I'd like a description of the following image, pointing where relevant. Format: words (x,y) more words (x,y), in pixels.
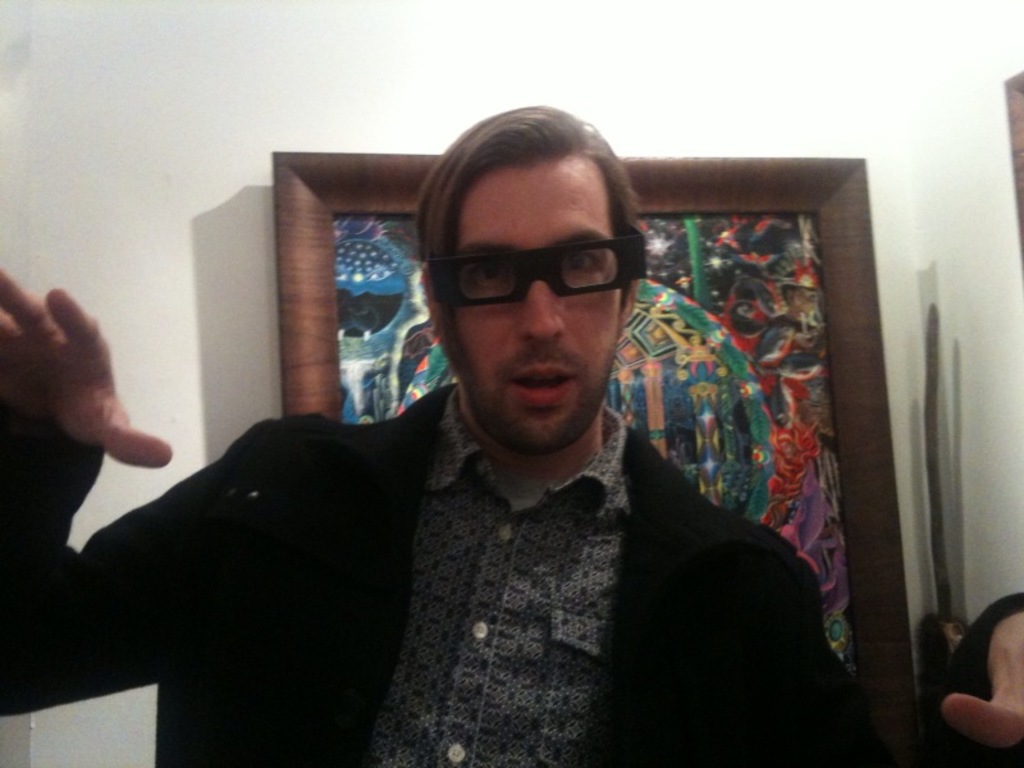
In this image we can see this person (445,670) wearing black jacket (264,640), shirt (478,589) and spectacles (595,258) is standing. In the background (344,229), we can see the photo frame (333,263) and the wall (592,71).
